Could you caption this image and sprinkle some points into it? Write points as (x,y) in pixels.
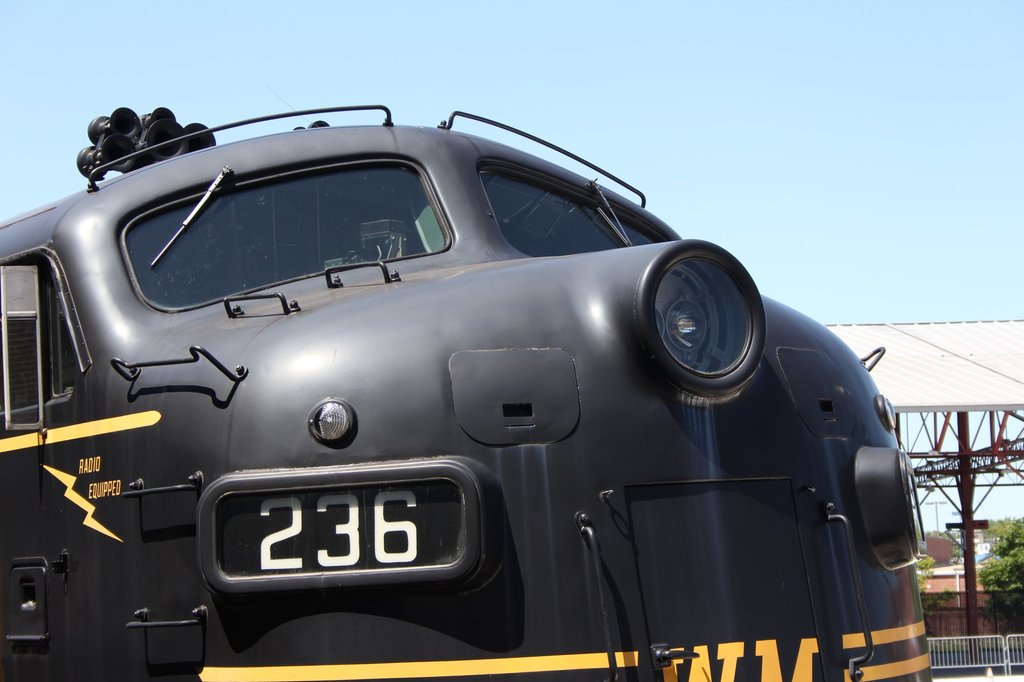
In this image I can see a vehicle (362,396) which is black, yellow and white in color. I can see two wipers (616,220) and a headlight (666,298). In the background (983,390) I can see a shed (954,383), the railing (954,667), few trees (1000,562), few buildings (959,568) and the sky (825,145).
